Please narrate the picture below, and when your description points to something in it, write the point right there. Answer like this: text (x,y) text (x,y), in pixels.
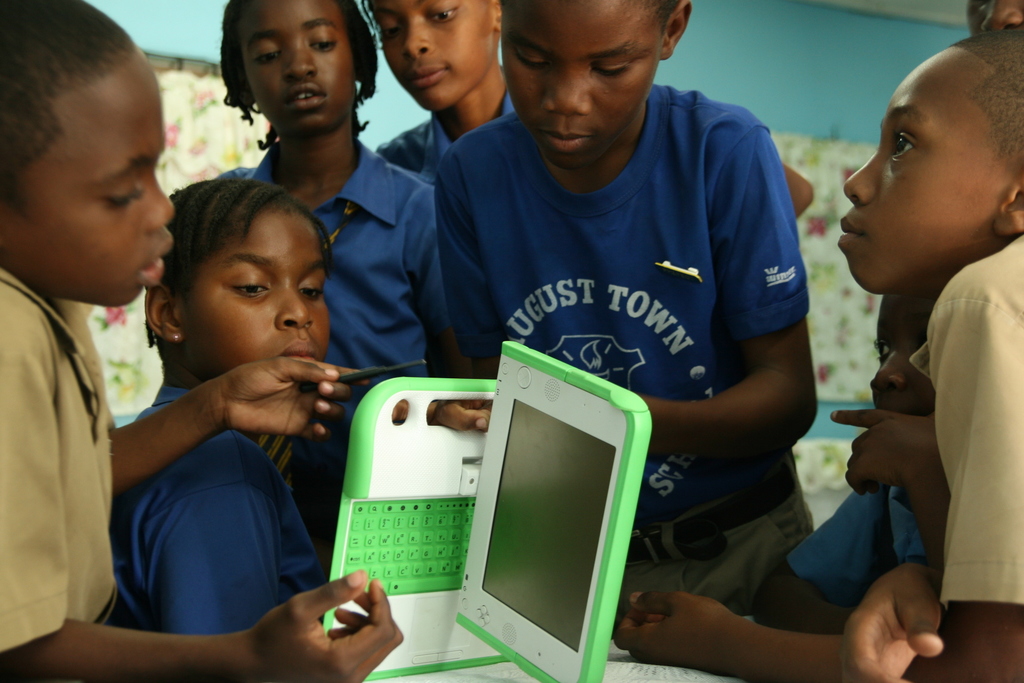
This picture shows the inner view of a room (753,46). There is one sky blue color wall (152,49), two curtains (832,308), some objects (818,453) are on the surface (654,671), some people (796,518), one table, some objects (576,493) on the table (627,652), two people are sitting and two boys (580,250) holding objects (556,418).
